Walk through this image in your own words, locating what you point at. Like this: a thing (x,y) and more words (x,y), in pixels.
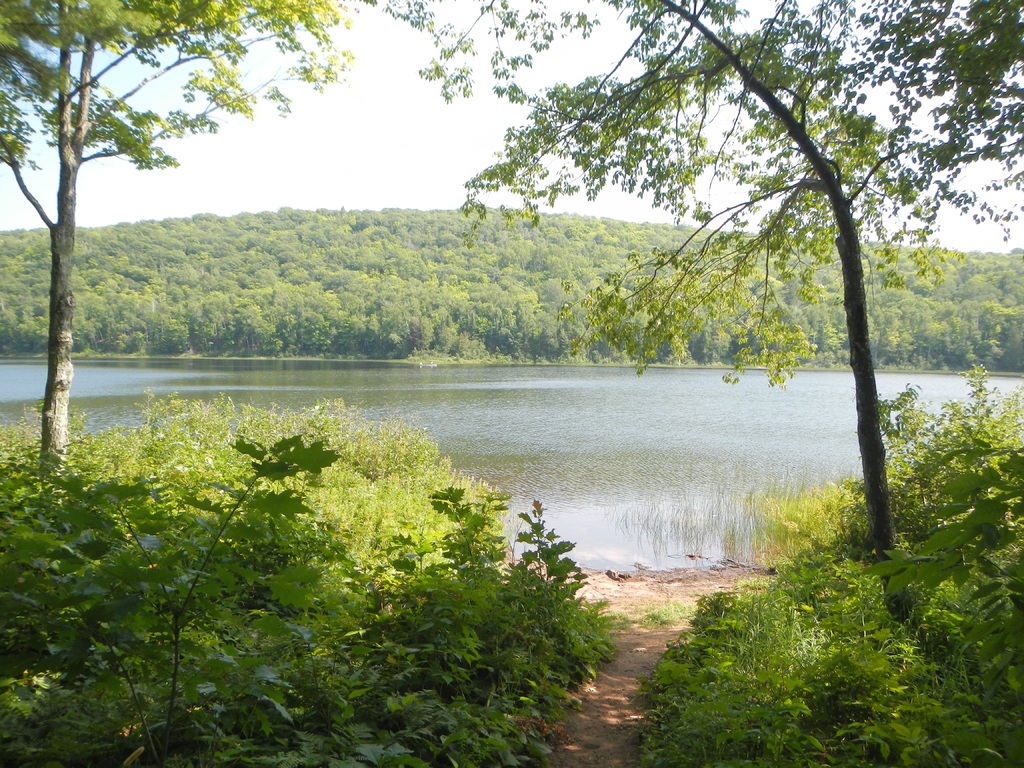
In this image we can see a group of plants (368,514), grass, a water body (566,525), a group of trees (317,306) and the sky (331,177) which looks cloudy.
